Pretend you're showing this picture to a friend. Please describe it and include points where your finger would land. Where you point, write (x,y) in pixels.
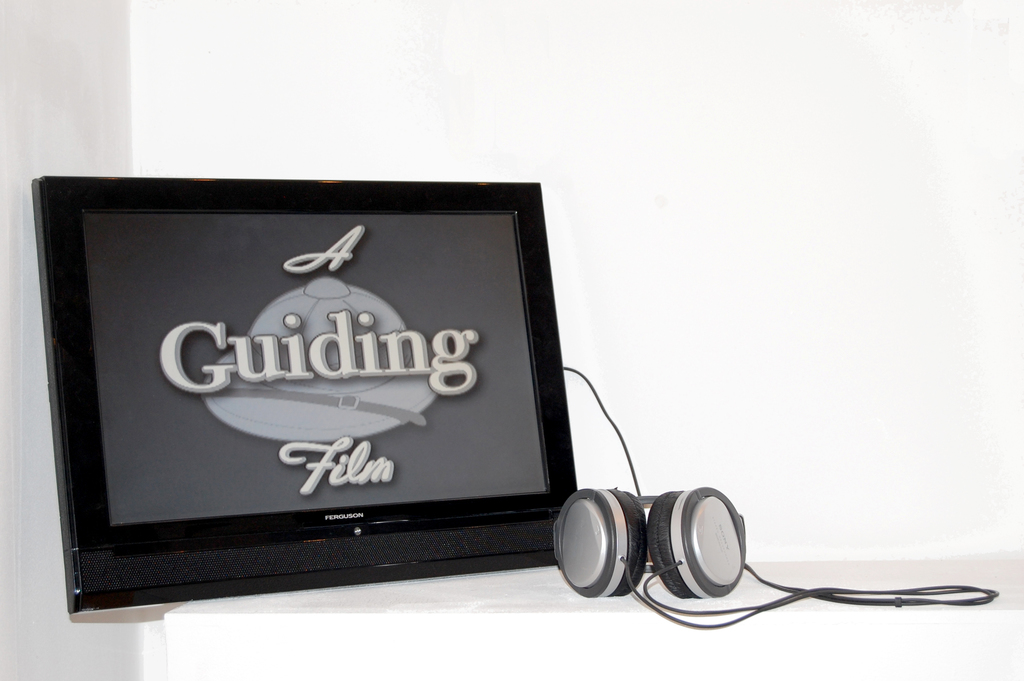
This picture shows a television (529,532) and we see a headset (690,516) and we see a white background (835,134) and we see text (330,259) displaying on the screen (494,343).
